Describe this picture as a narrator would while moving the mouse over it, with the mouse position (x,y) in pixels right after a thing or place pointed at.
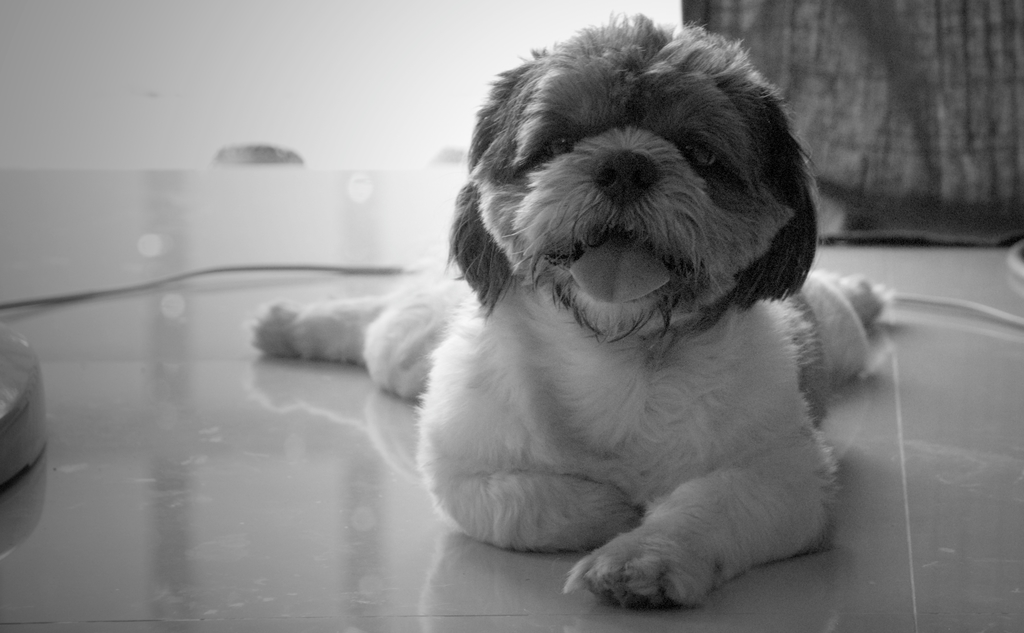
In this image I can see a dog (520,202) laying on the floor (279,482) and the image is in black and white.
